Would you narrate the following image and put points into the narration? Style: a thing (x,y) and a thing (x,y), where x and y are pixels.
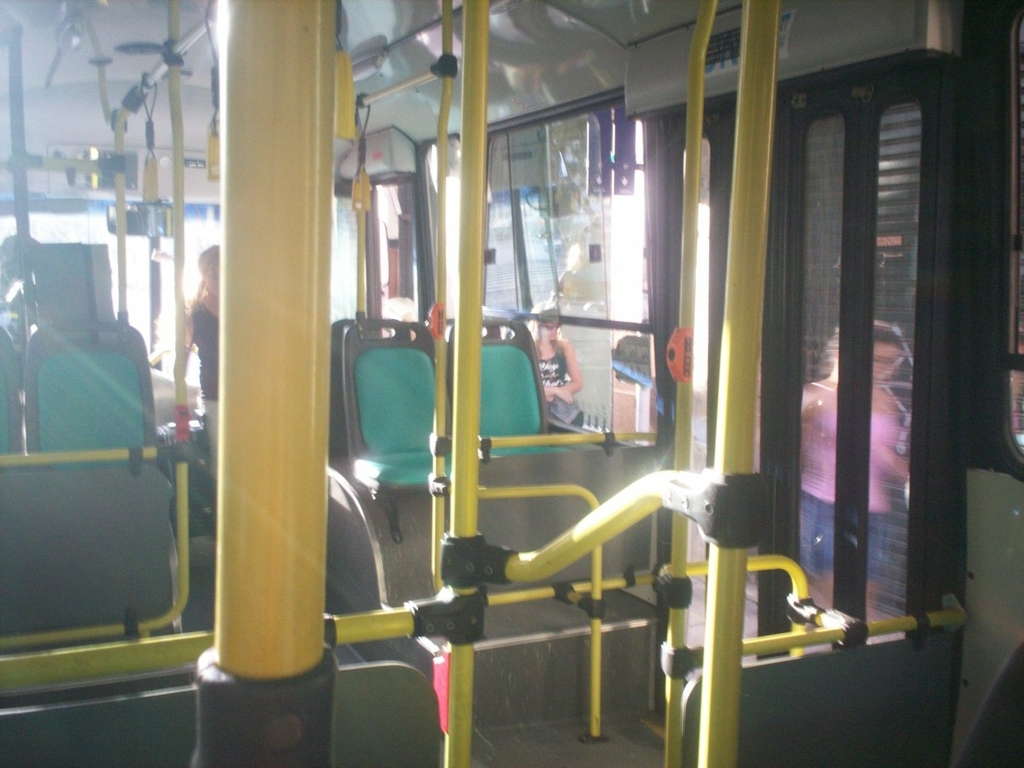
In this picture I can see the seats (375,481) and rods (188,485), it looks like an inside part (449,473) of a bus (411,493), on the right side (894,226) there are windows (564,295) and a door (886,407), outside these windows (806,394) I can see two women (885,455).
